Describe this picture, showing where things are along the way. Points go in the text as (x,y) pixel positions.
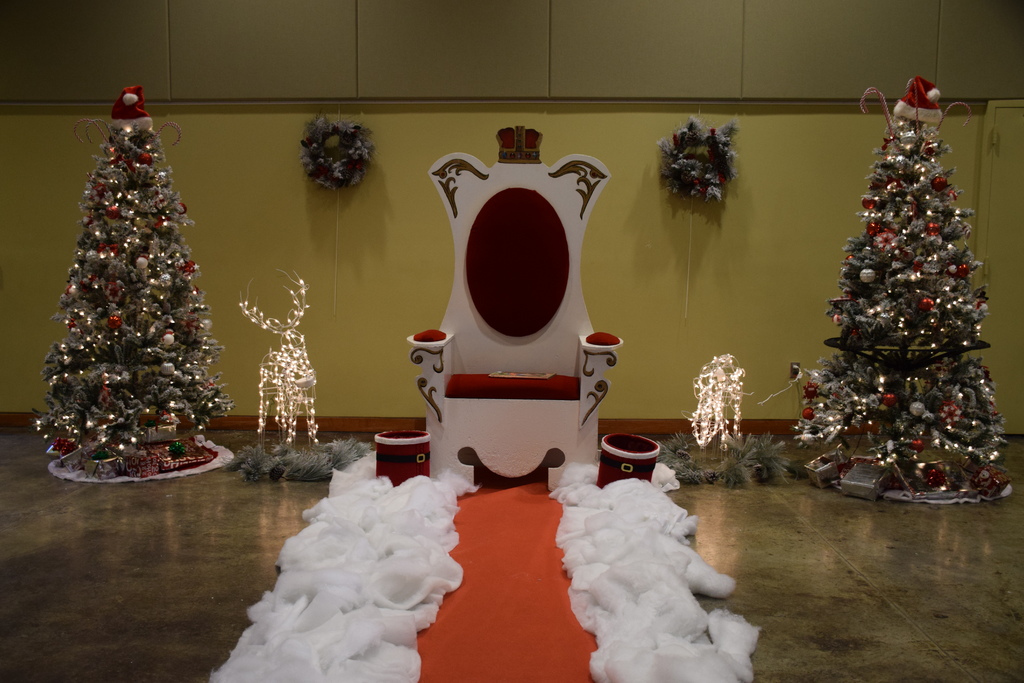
This is a chair (502,393) and there are Christmas trees (881,219). Here we can see clothes (357,598), lights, and wreaths (352,163). This is floor (807,646). In the background (817,226) there is a wall (107,61).
